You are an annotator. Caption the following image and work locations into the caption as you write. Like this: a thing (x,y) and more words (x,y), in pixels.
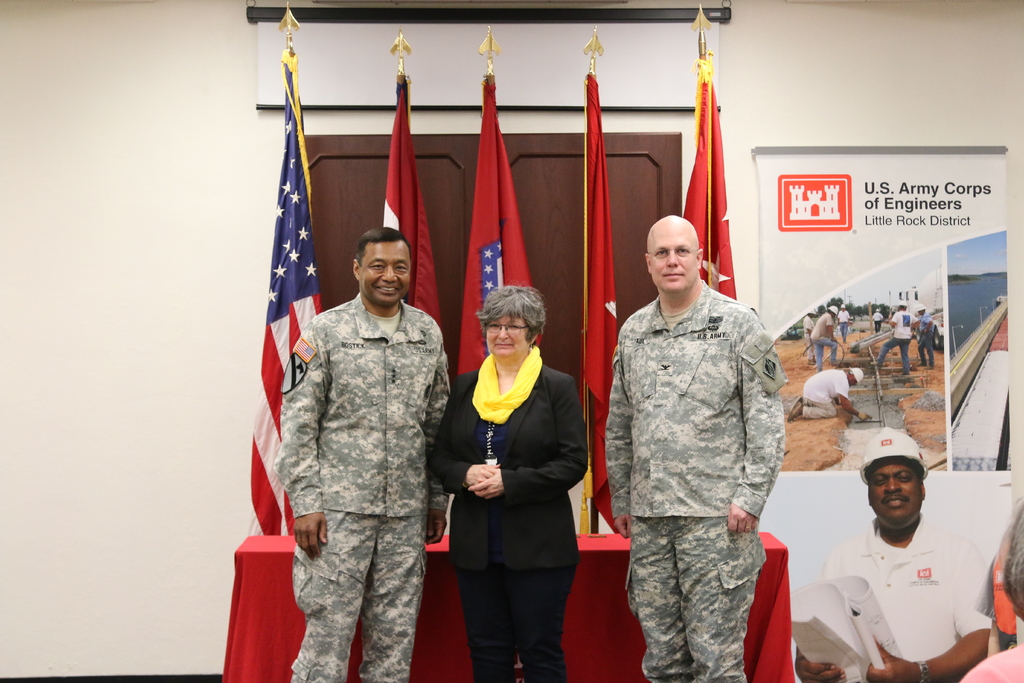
In this image two persons (329,461) wearing uniform (339,434). In between there is lady (507,492) wearing black suit (536,539). In the background (293,214) there are flags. This is a red table (423,636) with red table cover (447,647). Here there is a screen (640,60). In the background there is wall (34,80).
